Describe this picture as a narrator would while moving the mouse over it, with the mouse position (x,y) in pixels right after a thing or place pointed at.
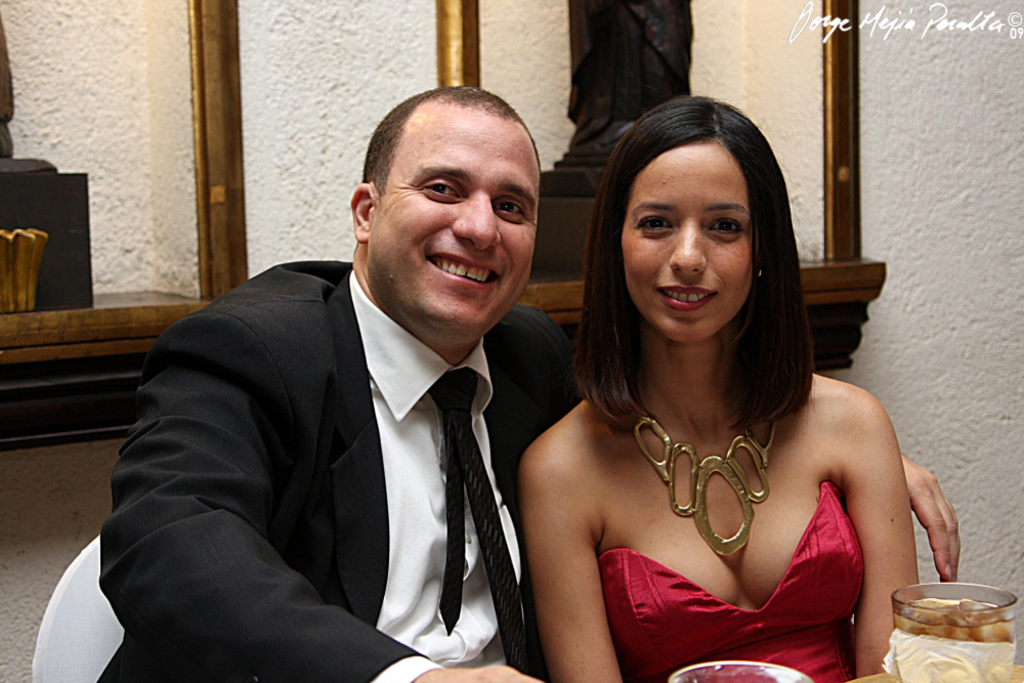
In this image, we can see persons (456,600) wearing clothes (332,456). There is a glass (914,594) in the bottom right of the image (964,628). In the background (662,55), we can see sculptures (680,59).
